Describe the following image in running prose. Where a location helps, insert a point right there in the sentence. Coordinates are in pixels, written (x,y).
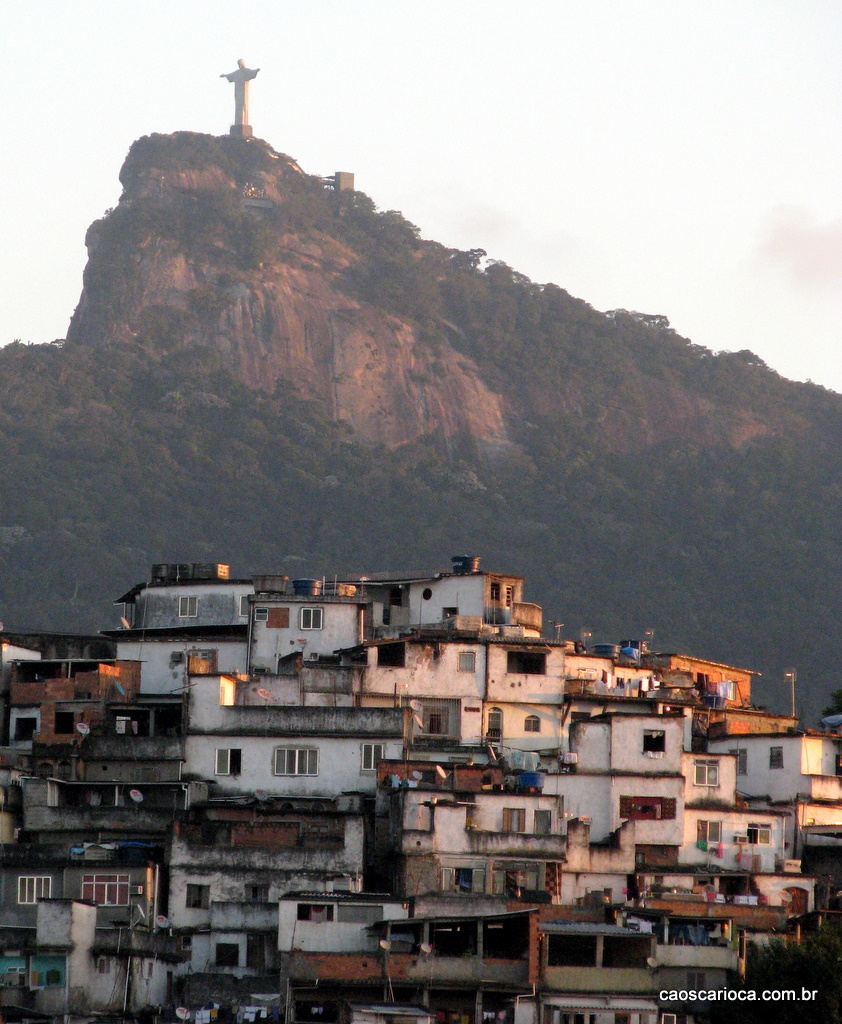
In this picture we can see buildings (219,975) with windows (315,617) and some objects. In the background (731,591) we can see trees (72,479), mountain (233,347), statue (254,76) and the sky (499,154).
